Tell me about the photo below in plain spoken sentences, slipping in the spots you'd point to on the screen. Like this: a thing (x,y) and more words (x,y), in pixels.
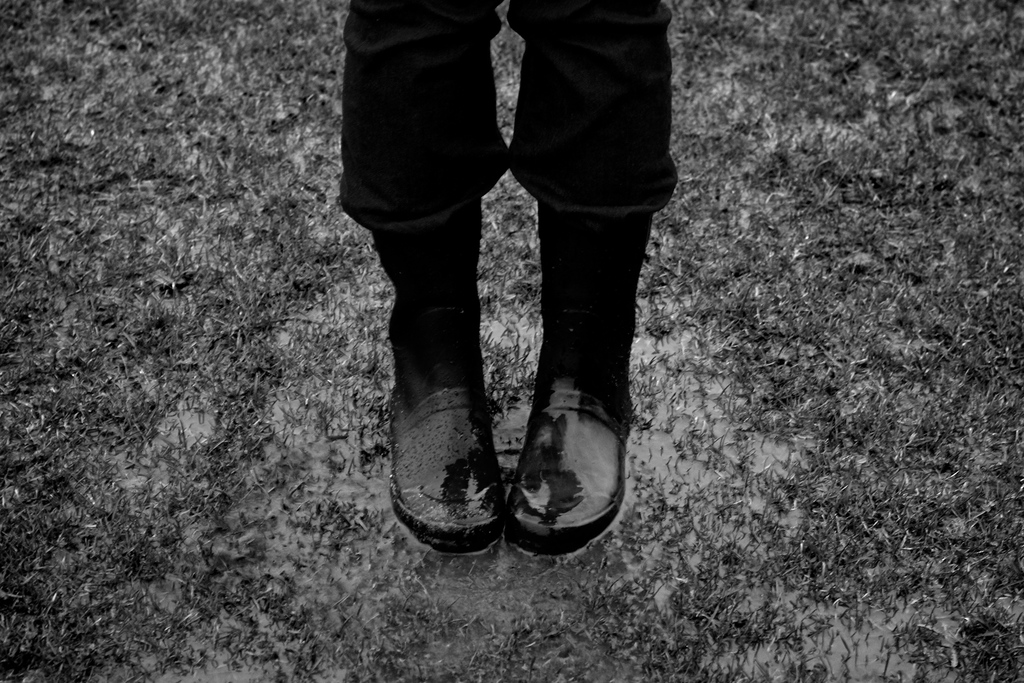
This is a black and white image. In this image we can see legs (442,158) of a person (465,251) with shoes (403,469). On the ground (327,476) there is grass (579,573) and water (408,583).
